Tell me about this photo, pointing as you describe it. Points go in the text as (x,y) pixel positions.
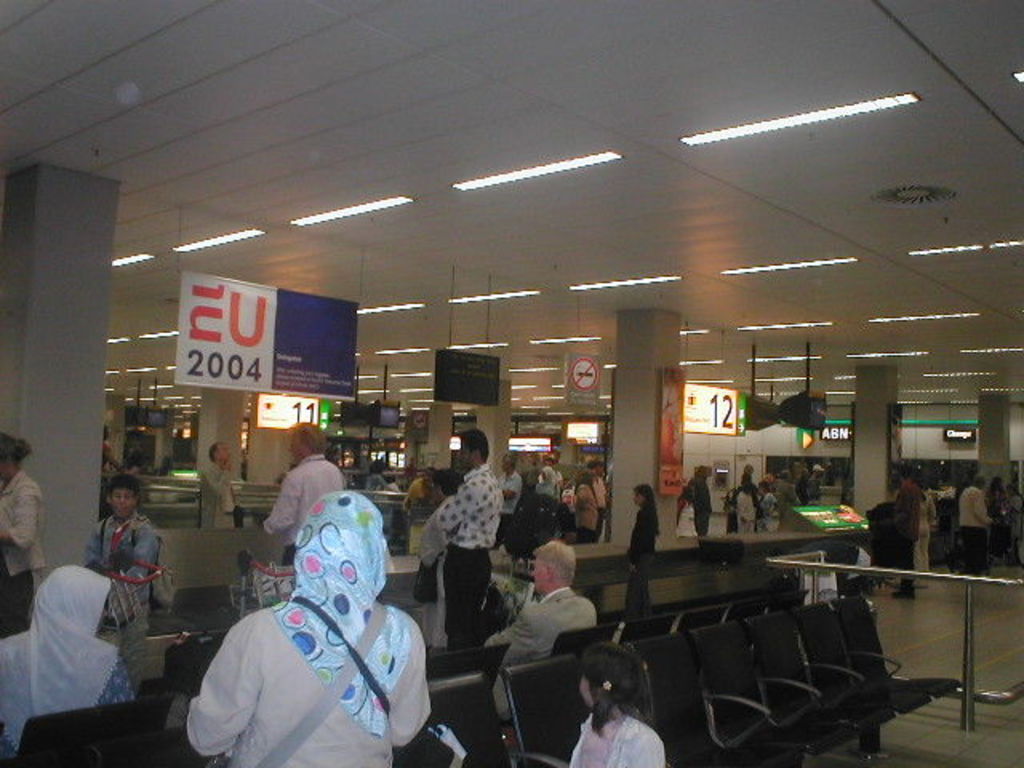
In this image few persons (585,534) are standing on the floor (992,589). Bottom of the image (636,641) there are few chairs (801,661) on the floor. Few persons (603,678) are sitting on the chairs (430,677). Few boards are hanged from the roof (396,339). Few lights (774,267) are attached to the roof (693,342).
